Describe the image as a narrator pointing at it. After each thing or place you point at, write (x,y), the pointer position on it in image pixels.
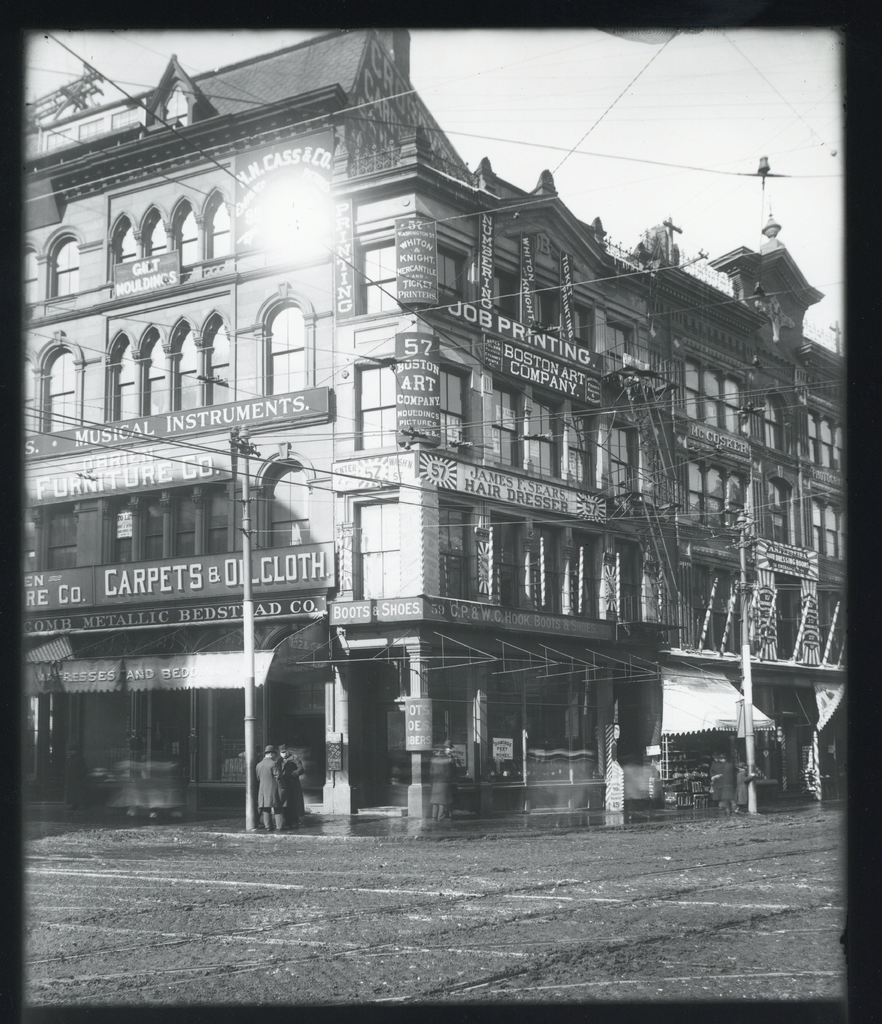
In this image I can see building (381,545) poles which has wires (366,495) and a person (298,784) is standing on the road (348,864). In the background (616,158) I can see the sky (689,155). This image is black and white in color.
